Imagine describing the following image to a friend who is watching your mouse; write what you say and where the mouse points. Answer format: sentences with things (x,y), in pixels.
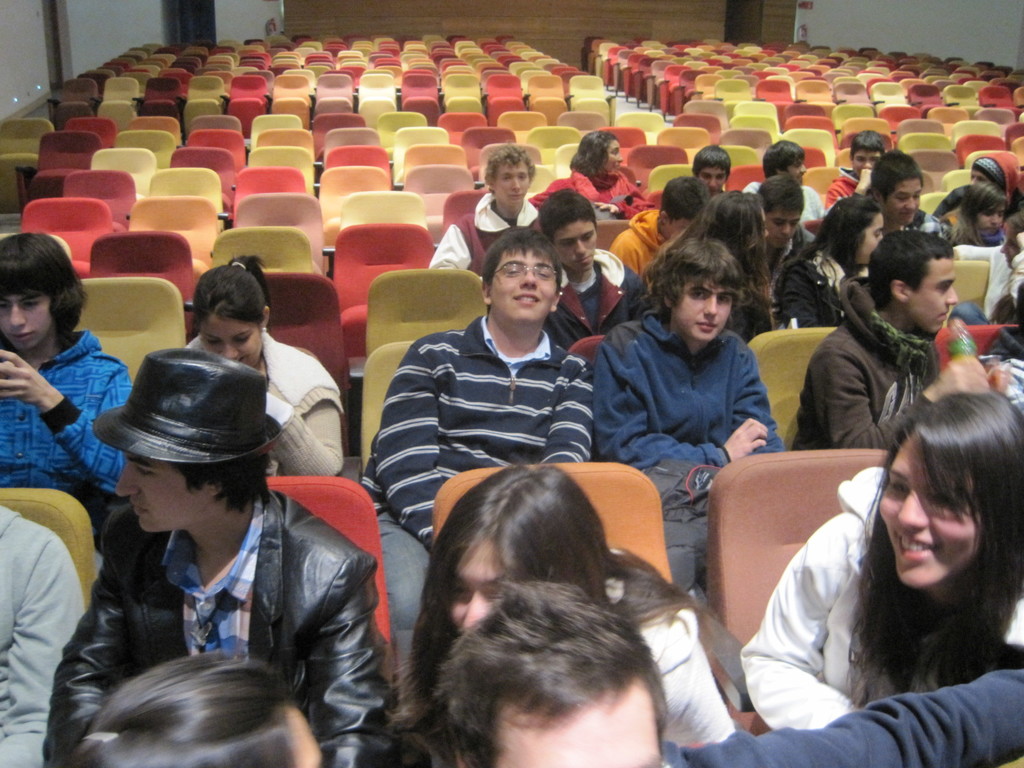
In the center of the image (573,370) we can see people (729,445) sitting in the chairs (743,529). In the background (667,34) there is a wall (105,32) and we can see some chairs (625,74).
